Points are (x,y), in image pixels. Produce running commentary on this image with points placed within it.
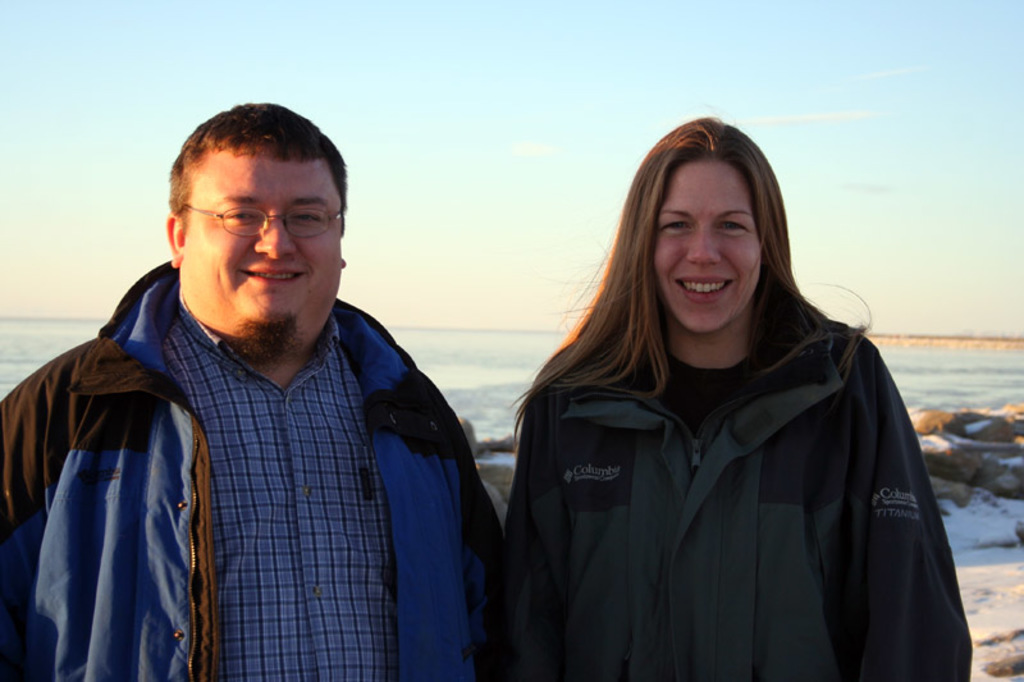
In the foreground of the picture (343,344) there is a man (362,504) and a woman (681,443), they are smiling. In the background (481,381) there is a water body (551,350) and rocks (956,452). Sky (468,214) is sunny.
